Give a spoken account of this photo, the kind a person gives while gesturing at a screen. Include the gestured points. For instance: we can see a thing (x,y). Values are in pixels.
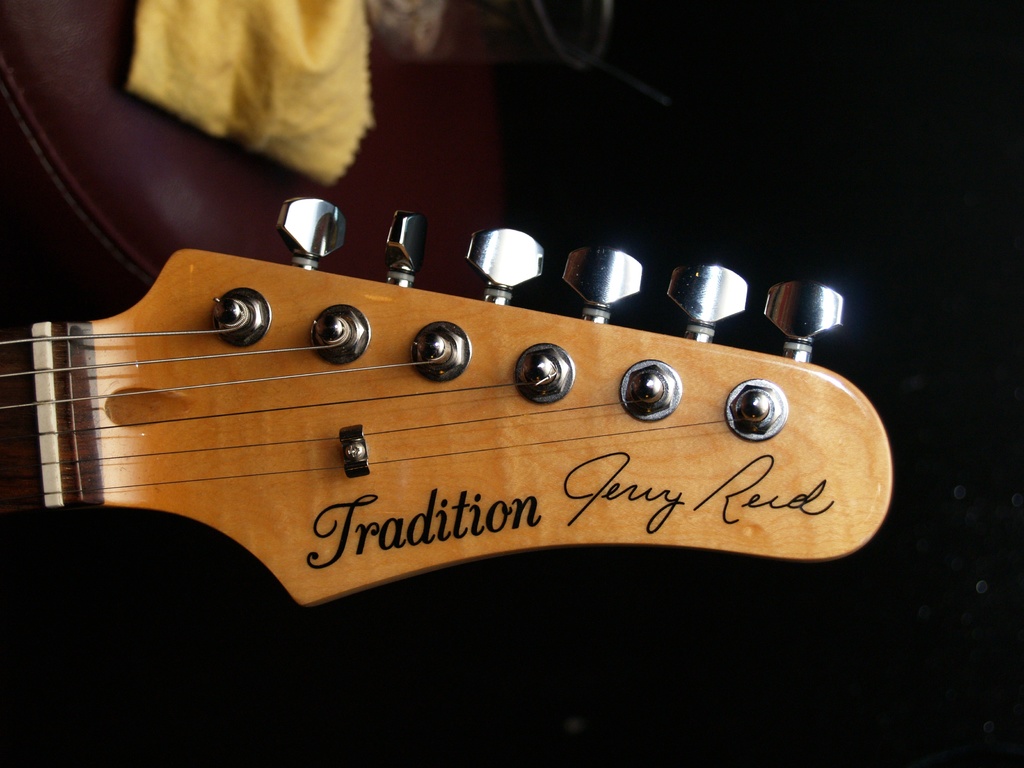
In this image I can see the part of the guitar (363,412) which is brown and silver in color. I can see the brown colored object (184,223), the yellow colored cloth (277,151) and the dark background (847,203).
